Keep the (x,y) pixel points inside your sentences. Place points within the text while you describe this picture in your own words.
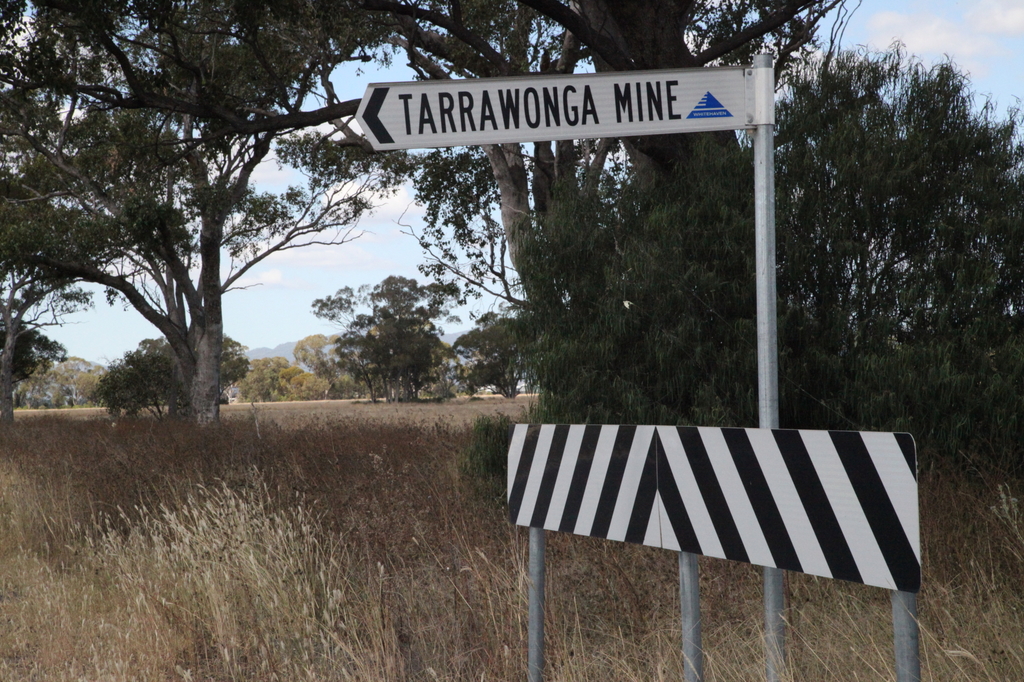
In this image I can see grass (478,506), number of trees (475,269), clouds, the sky (182,197), few poles (537,640), few boards (741,67) and here I can see something is written on this board (671,113).
